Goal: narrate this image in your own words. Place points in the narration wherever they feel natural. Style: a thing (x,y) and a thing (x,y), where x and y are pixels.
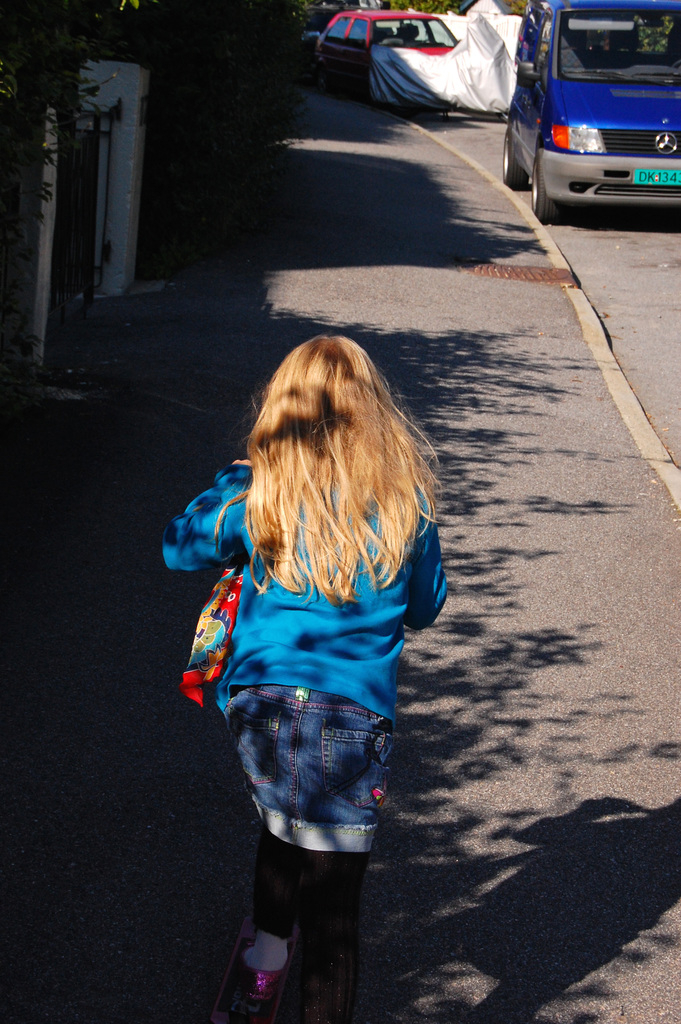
In this image I can see there is a girl (303,631) wearing a bag (207,628) and riding a scooter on the walkway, there are cars (554,173) in the background (567,6) and few plants (177,159) at left side (176,204).
